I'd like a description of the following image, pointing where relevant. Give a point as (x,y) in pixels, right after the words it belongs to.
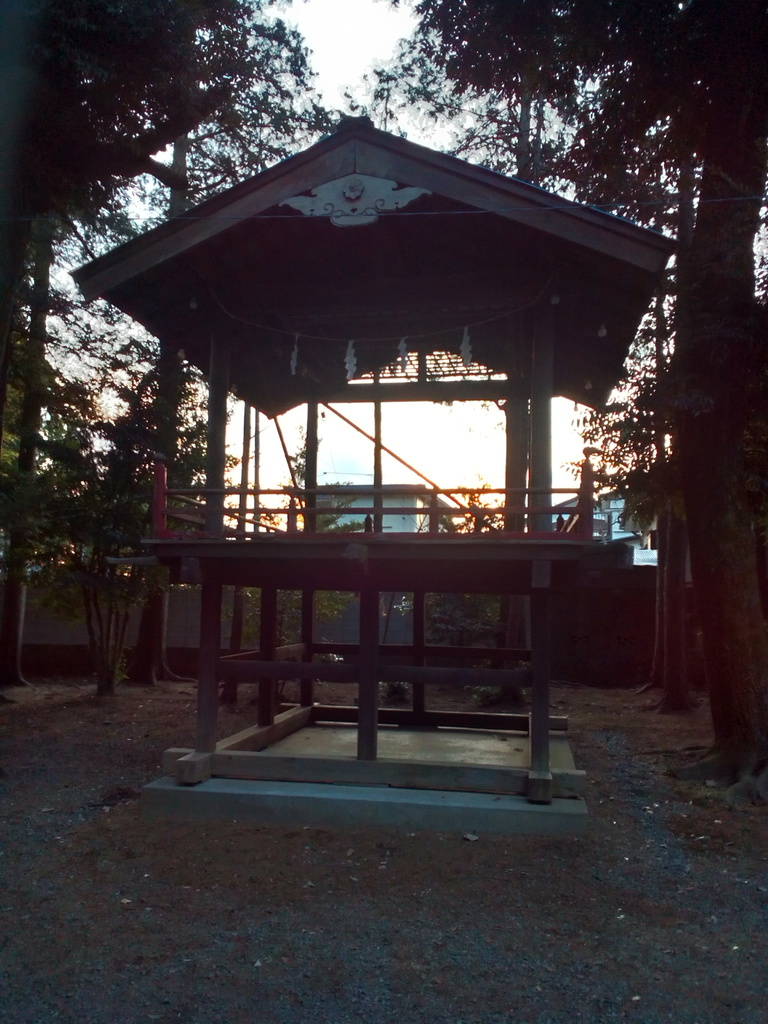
In the foreground of this image (438,510), there is a shed (438,775) and the ground (199,919) on the bottom (410,907). In the background (739,582), there are trees (212,102) and the sky (338,52).
